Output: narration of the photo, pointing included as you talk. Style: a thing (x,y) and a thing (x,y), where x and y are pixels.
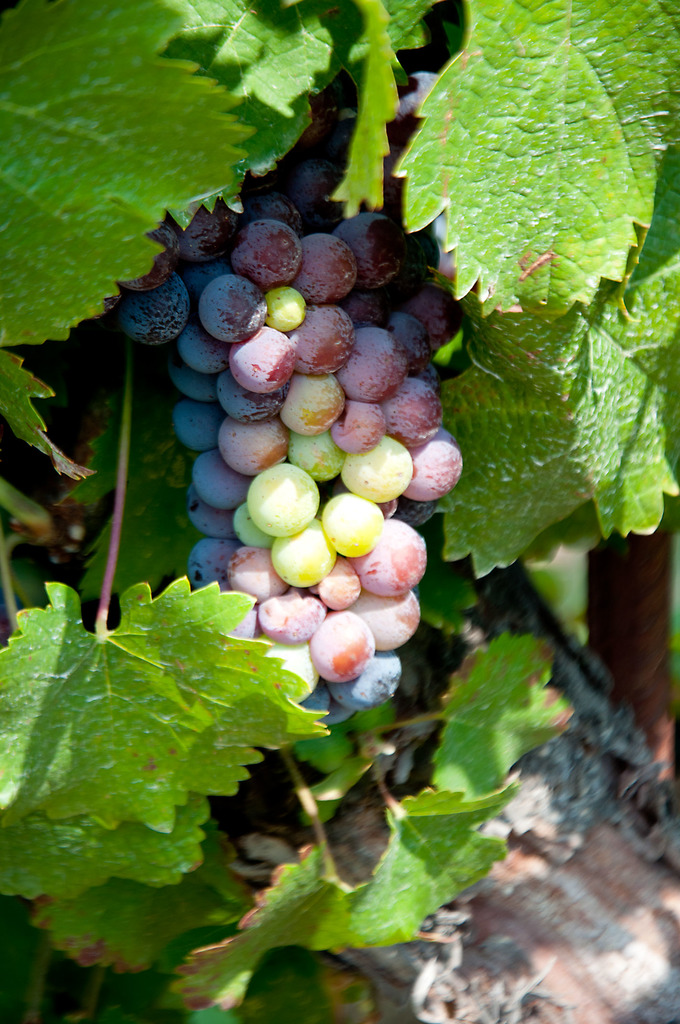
In the image we can see a bunch of grape (246,305) and these are the leaves (519,222).
